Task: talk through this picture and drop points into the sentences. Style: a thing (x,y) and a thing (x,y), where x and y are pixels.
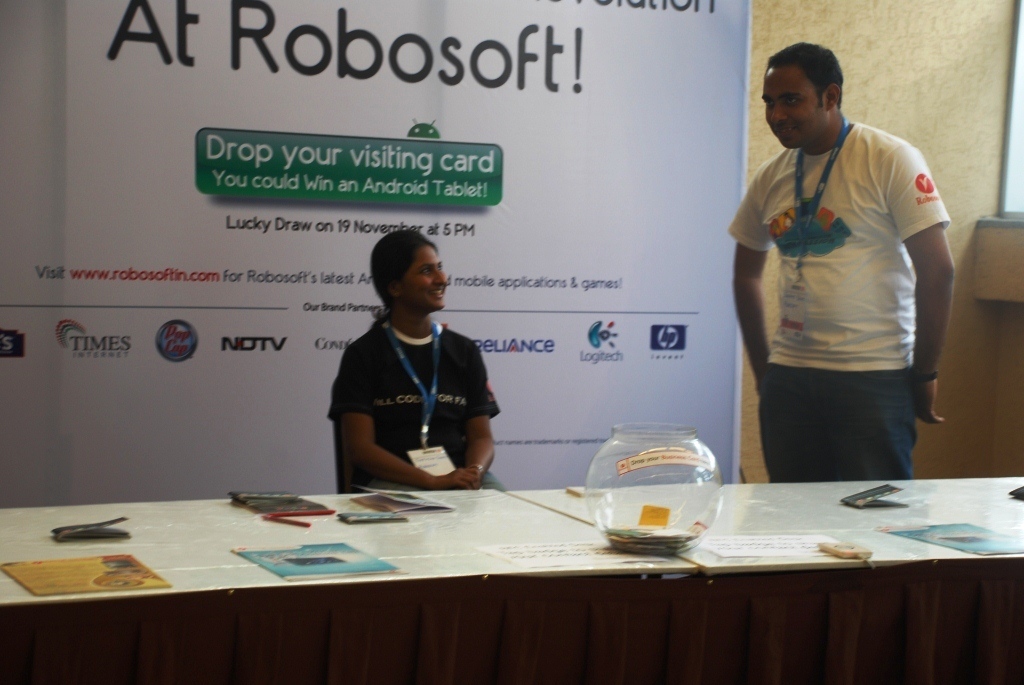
There are two persons (817,233) in this image one person (813,296) is standing and a woman (415,396) is sitting on a chair (343,464) in the background (604,183) a board (579,180) with a sign (289,152) of at robosoft drop your visiting card win an android tablet in front of the woman (353,451) there is a table (409,555) on the table (434,554) there is a book (317,566) and bowl (647,506) and paper (774,548).
